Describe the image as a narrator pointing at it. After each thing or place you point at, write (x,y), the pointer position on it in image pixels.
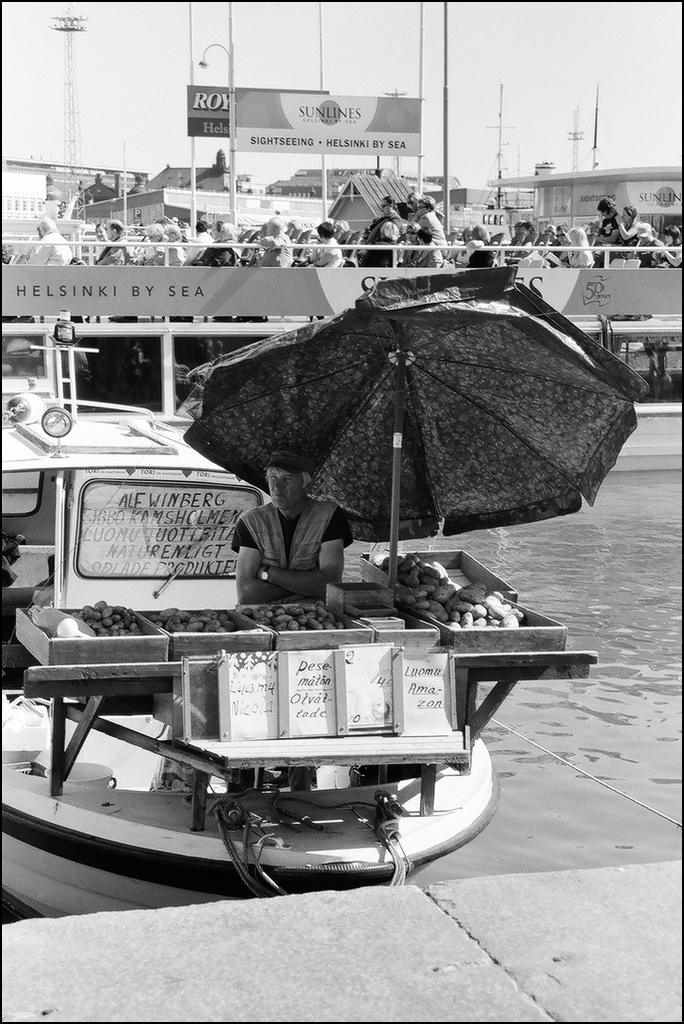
In this black and white image there is a ship (50,538) on the river (653,843). On the ship (135,582) there is a person (286,563) standing beneath the umbrella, in front of him there are few objects (124,614) on the table (132,686), in front of the table (153,677) there are labels (304,711) with some text (352,688). Behind the ship (11,516) there is a railing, behind the railing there are a few people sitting and standing. In the background (357,172) there are buildings (60,163), poles (232,140), banners (260,131) with some text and the sky (140,56).
